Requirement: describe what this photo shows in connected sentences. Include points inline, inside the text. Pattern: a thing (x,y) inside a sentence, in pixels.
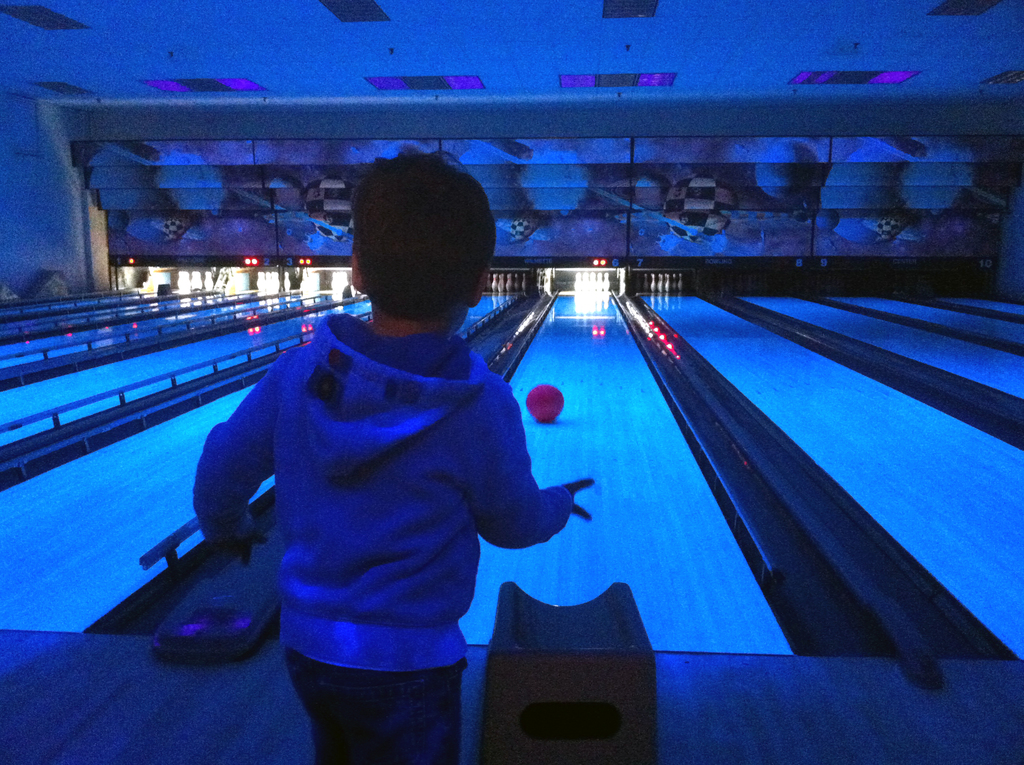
This is the picture of a room (444,111). In this image there is a boy (426,645) standing in the foreground (402,738). At the back (621,374) there is a ball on the floor (615,432) and there are objects (336,275). At the top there are lights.
